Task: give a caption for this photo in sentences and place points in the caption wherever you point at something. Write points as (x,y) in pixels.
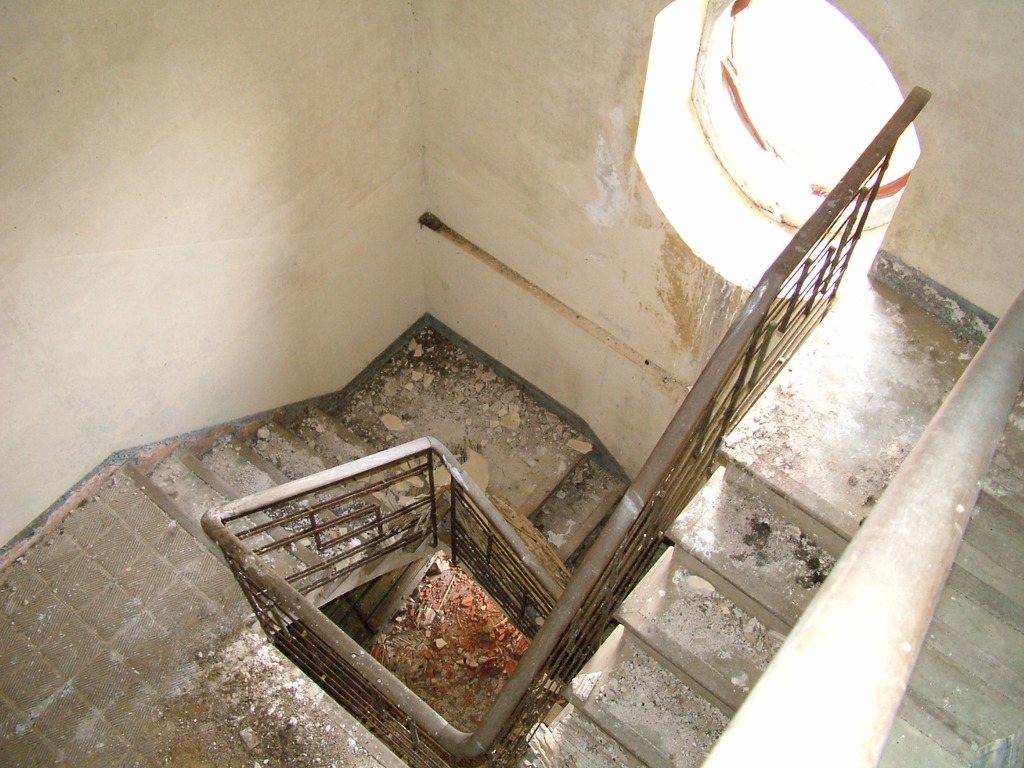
In this image we can see a staircase (331,712) with some stones (272,515) and scrap (485,387) on it. We can also see a metal fence (362,707) and a hole (719,165) in a wall (462,177).
